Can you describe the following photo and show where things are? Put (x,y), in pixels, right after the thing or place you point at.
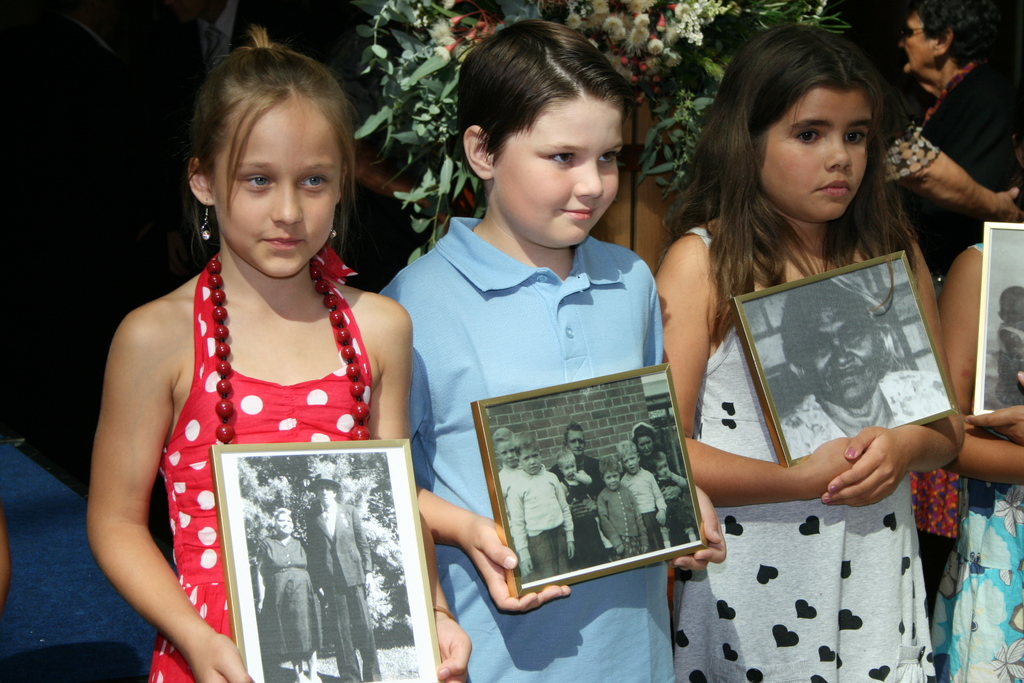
In this image we can see some kids (744,228) holding photo frames (628,458). In the background of the image (150,238) there are flower plants (427,44), persons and other objects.
